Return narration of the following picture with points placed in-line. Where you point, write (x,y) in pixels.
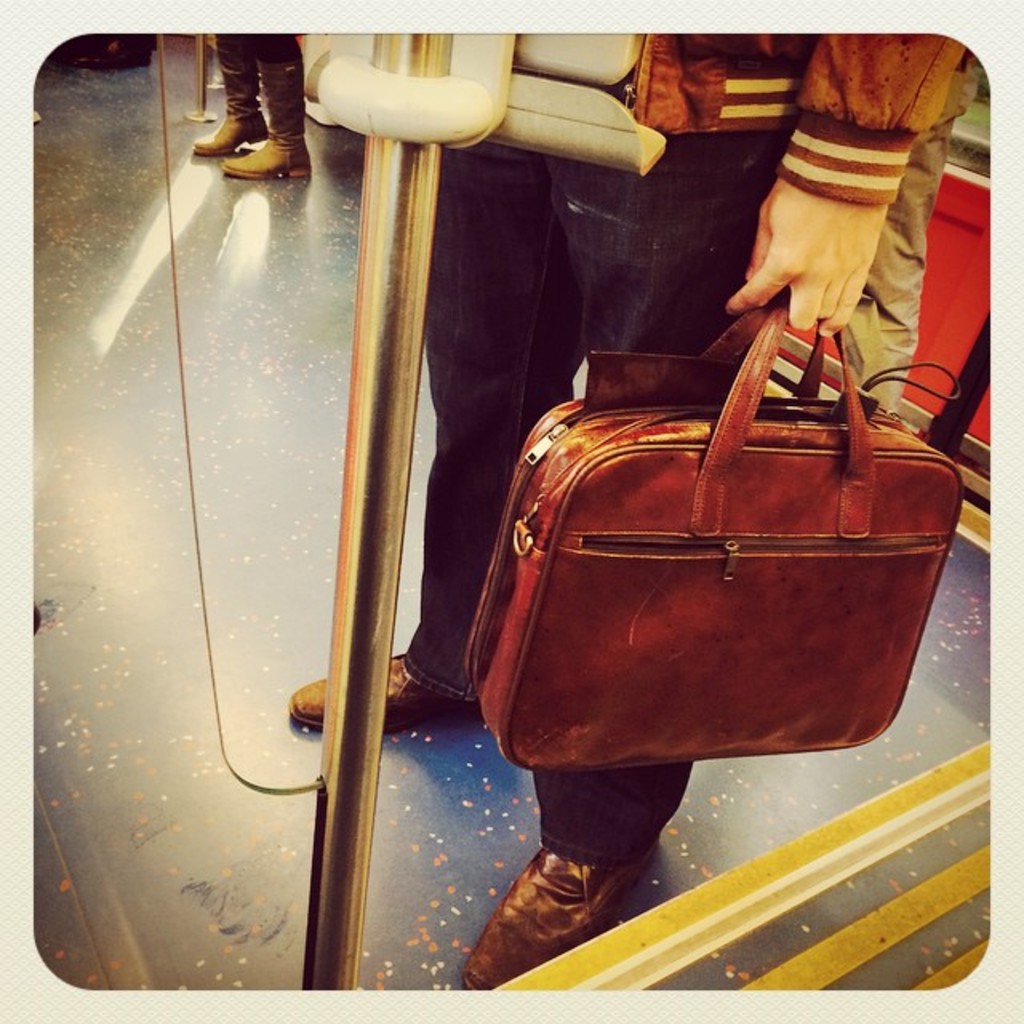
In this image a man (756,132) is holding a bag (737,603). It is looking like the photo is taken inside a train (304,548).
